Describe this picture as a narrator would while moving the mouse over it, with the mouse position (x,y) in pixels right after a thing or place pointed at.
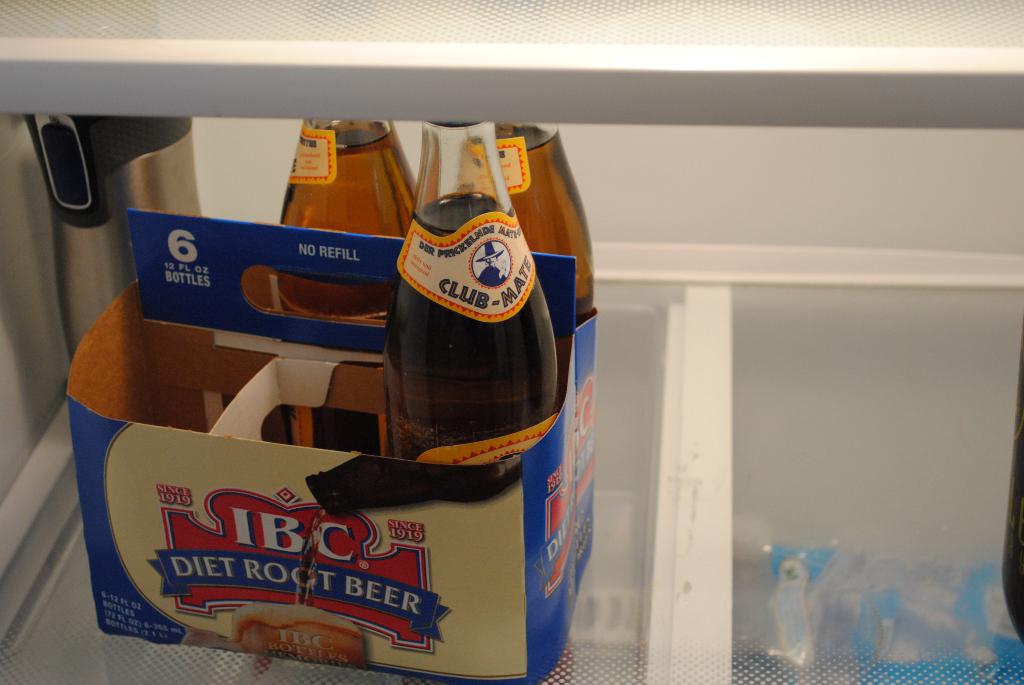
This is a box (375,356) with 3 soda bottles (512,339) in it.
